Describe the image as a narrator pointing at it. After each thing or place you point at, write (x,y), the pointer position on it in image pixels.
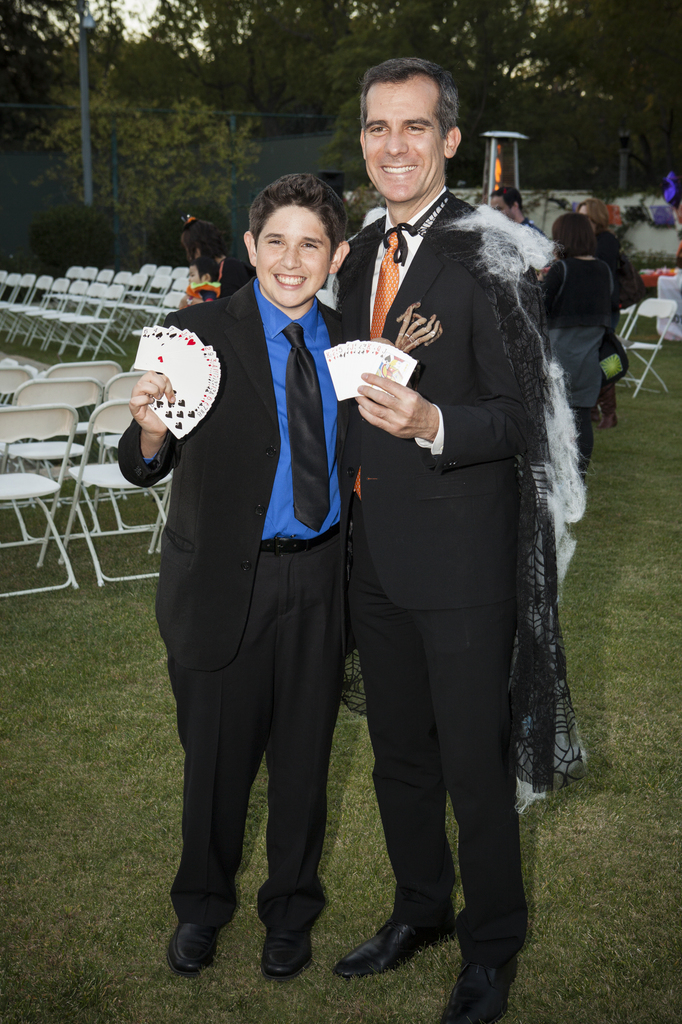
In this picture we can see two men (417,528) are standing and holding playing cards (198,380), at the bottom (155,814) there is grass (120,638), on the left side (91,397) we can see chairs (71,383), in the background (579,247) there are some people (576,258) standing, we can also see some trees (308,84) and a pole (89,130) in the background (147,12), there is the sky (136,4) at the top of the picture (135,36).
